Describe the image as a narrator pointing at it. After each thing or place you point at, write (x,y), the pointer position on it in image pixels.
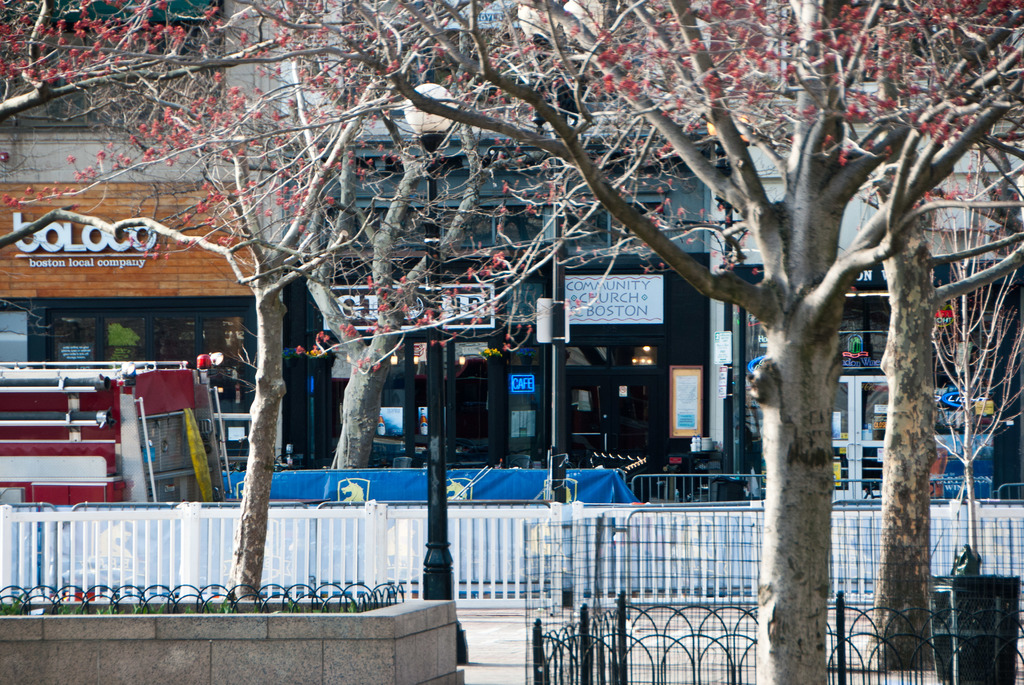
In this image we can see a building (614,429) with the doors (456,398). We can also see some trees (785,526), road (483,612), street poles (439,404) and a board (485,321).
